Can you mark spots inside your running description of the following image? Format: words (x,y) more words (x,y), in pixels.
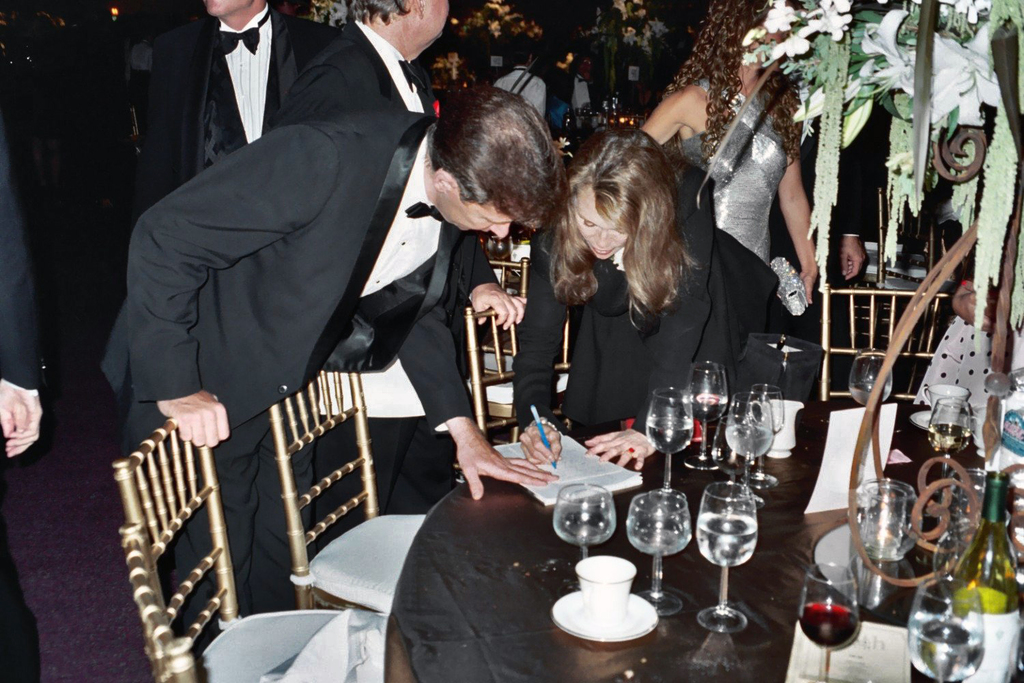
In the middle (676,413) there is a table (771,536) on that table (692,535) there is a glass (750,438), cup (620,617), saucer (628,626), paper (596,466), book (591,478) and some other items (825,573), in front of that table (782,609) there are two empty chairs (302,540). In the middle (630,325) there is a woman (634,312) she wear black dress (602,364) her hair (640,236) is long. On the left (290,310) there is a man (301,265) he wear suit (278,207) and white shirt (401,268). In the background (373,74) there are many people (745,140).
